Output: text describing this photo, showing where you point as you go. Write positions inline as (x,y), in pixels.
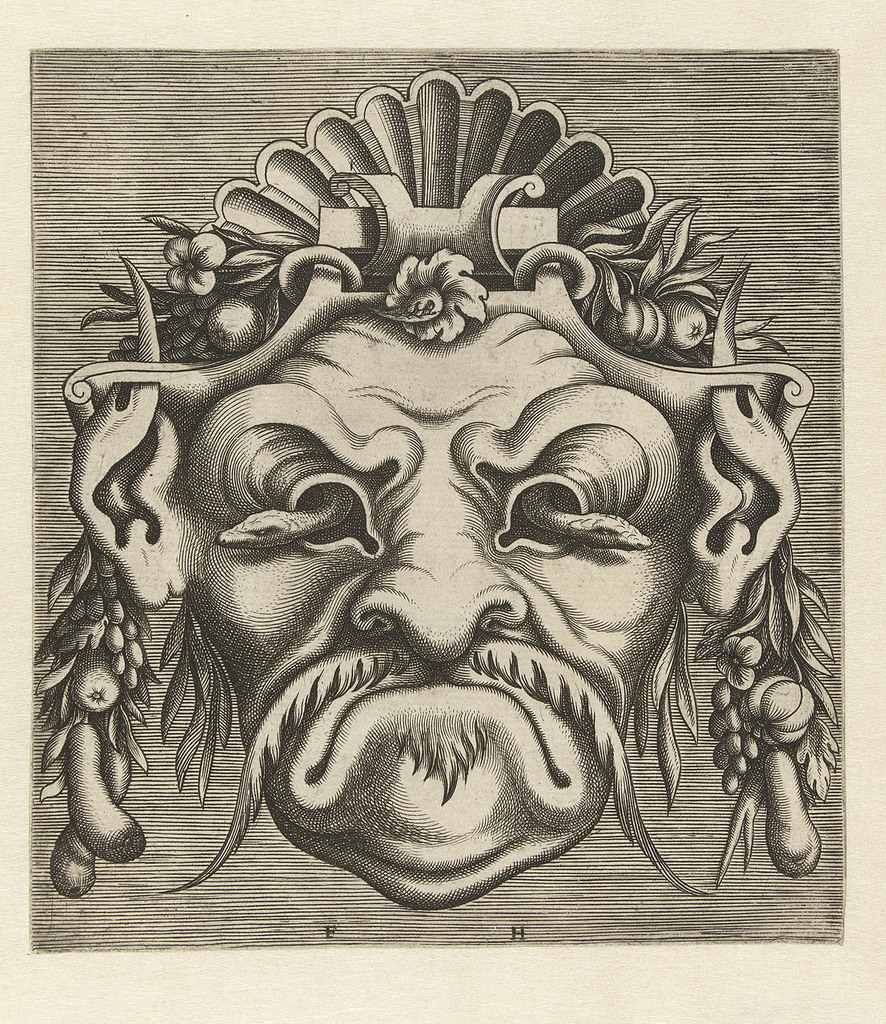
Here in this picture we can see a sketch (211,236) present on a paper (206,572).
